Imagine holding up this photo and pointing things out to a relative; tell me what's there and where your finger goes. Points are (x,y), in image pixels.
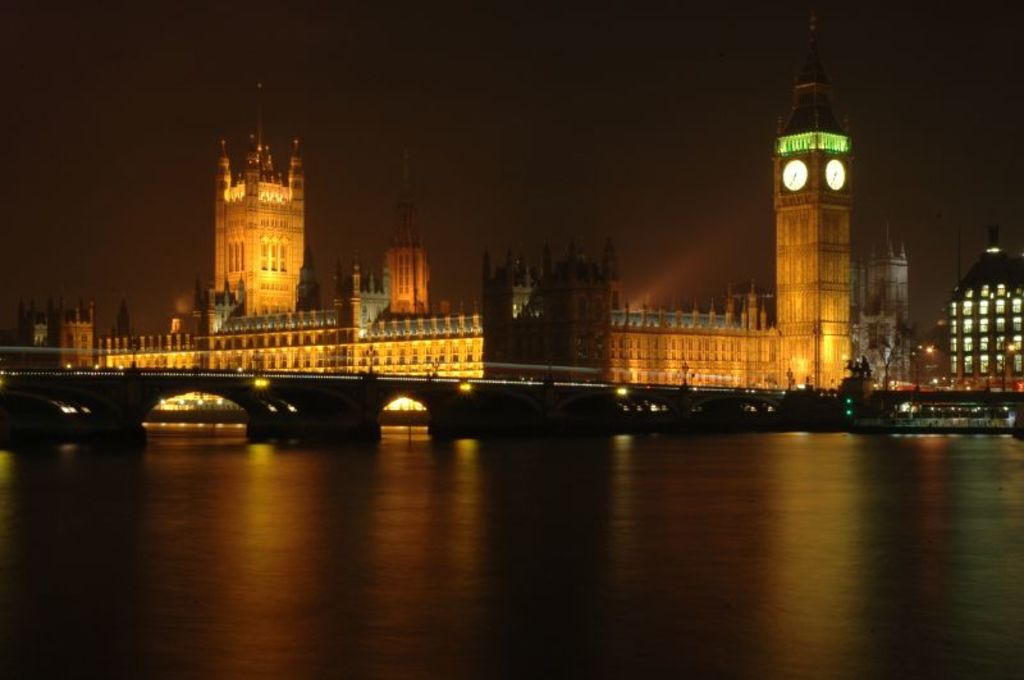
In this picture we can see a bridge (532,426), boat (894,421) on the water (386,465) and in the background (244,277) we can see buildings (1002,350), lights (1019,340), statue (851,360), some objects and the sky (577,113).
